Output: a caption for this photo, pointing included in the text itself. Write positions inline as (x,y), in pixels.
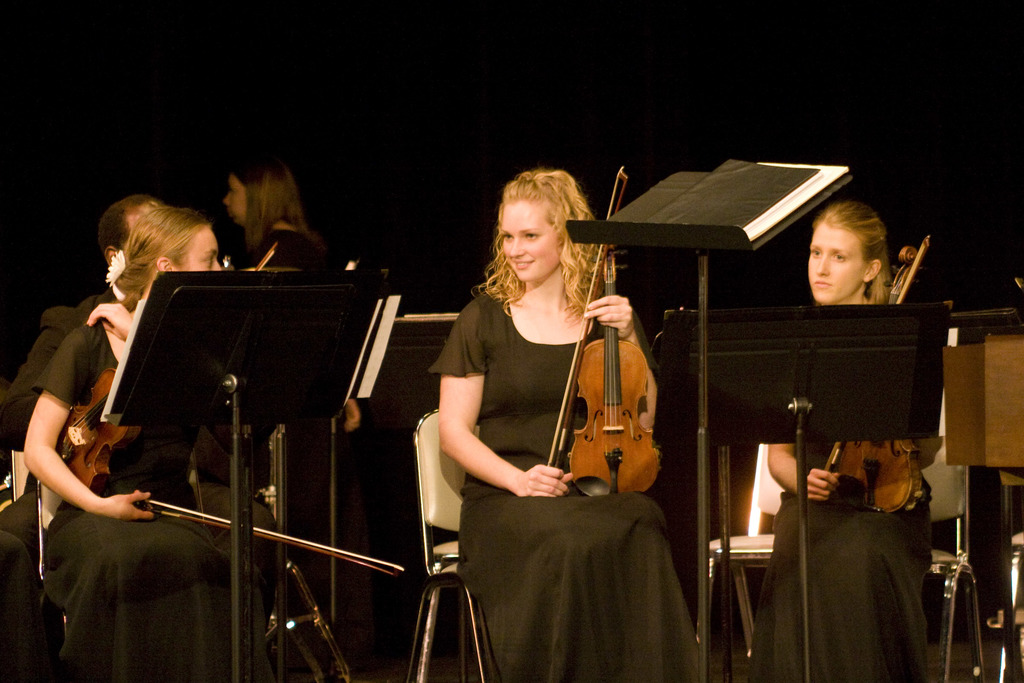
Here we can see three women (517,372) are sitting on the chairs (955,623). And they are holding a violin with their hands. There are books (751,180) and this is stand (846,385). In the background (297,204) Here we can see two persons (280,195).
